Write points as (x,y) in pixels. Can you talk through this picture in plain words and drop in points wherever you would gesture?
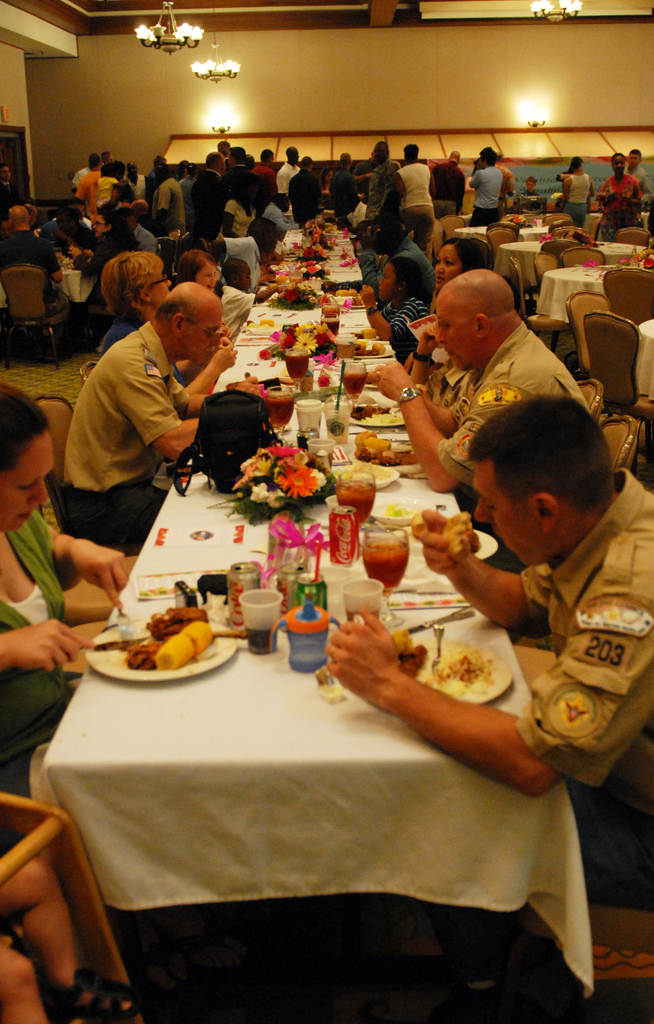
In the center of the image (227,549) there is a table (344,809) on which there are many items (277,407). There are people (204,395) sitting on chairs (441,220). In the background of the image (222,218) there are people (240,215) standing. There is wall (248,95). There are lights (199,65).
